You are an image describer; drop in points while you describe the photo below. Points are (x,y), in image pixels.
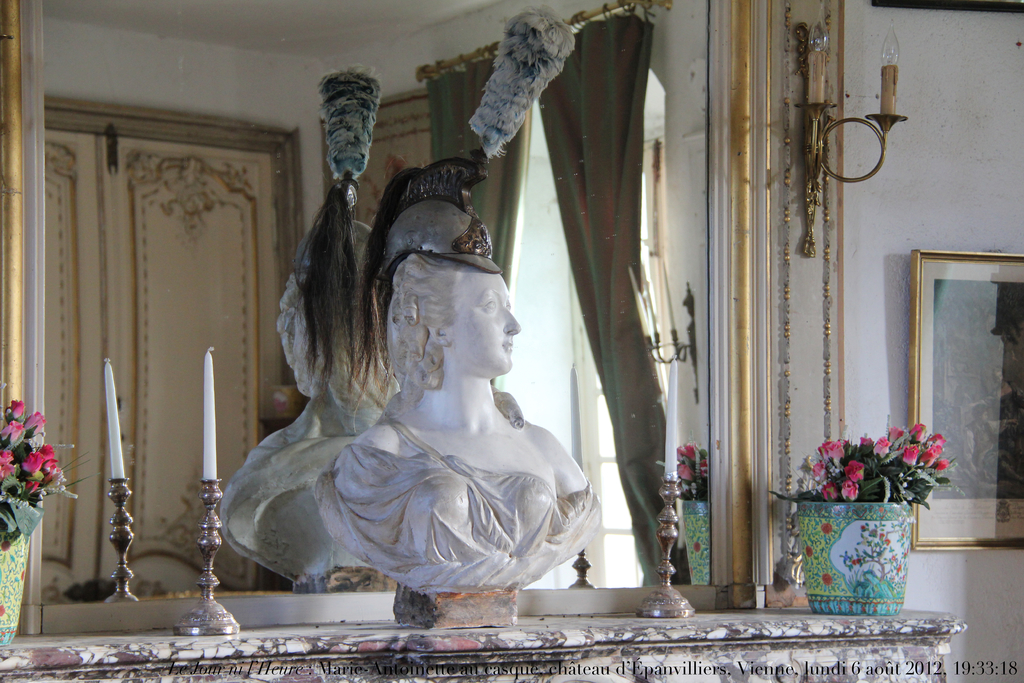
There is a statue (448,494) of a woman (438,501) and two candle stands (199,541) and a plant (866,493) at the bottom of this image (857,480), and there is a mirror (215,321) in the middle of this image (626,349). We can see there is a reflection (232,237) of a door (189,251) and a candle (119,470) on the left side of this image (133,279). There is a wall (871,164) on the right side of this image (921,155) and there is a photo frame (961,366) is attached to it.
